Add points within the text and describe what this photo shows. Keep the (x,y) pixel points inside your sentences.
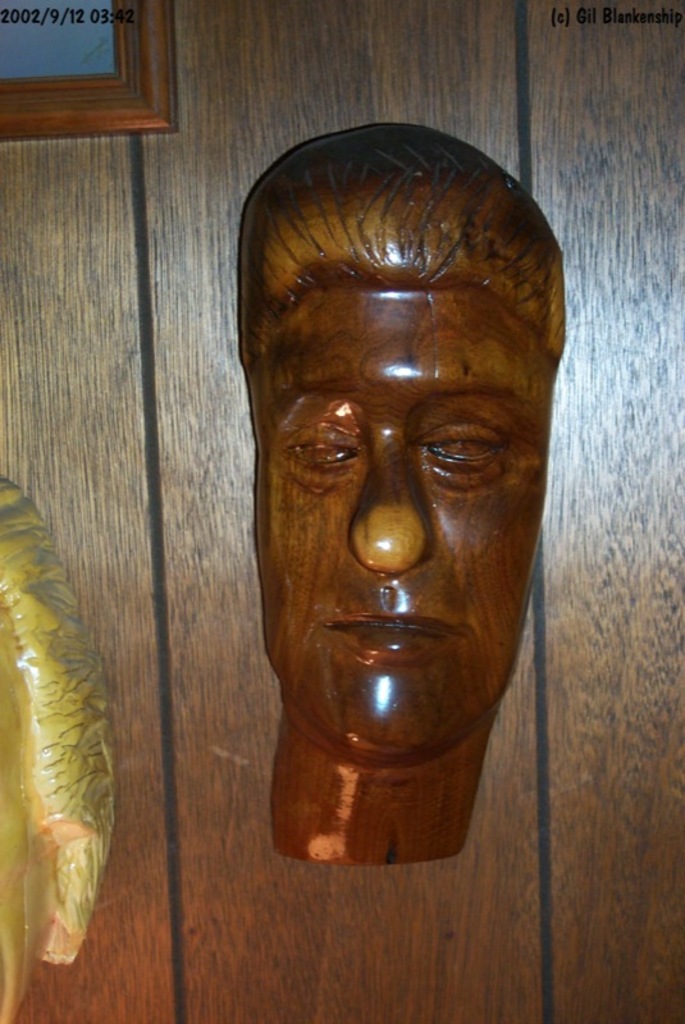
In the picture I can see wooden face mask (405,523) and some other objects (75,70) attached to a wooden wall (234,575). I can also see watermarks (60,13) on the image.
